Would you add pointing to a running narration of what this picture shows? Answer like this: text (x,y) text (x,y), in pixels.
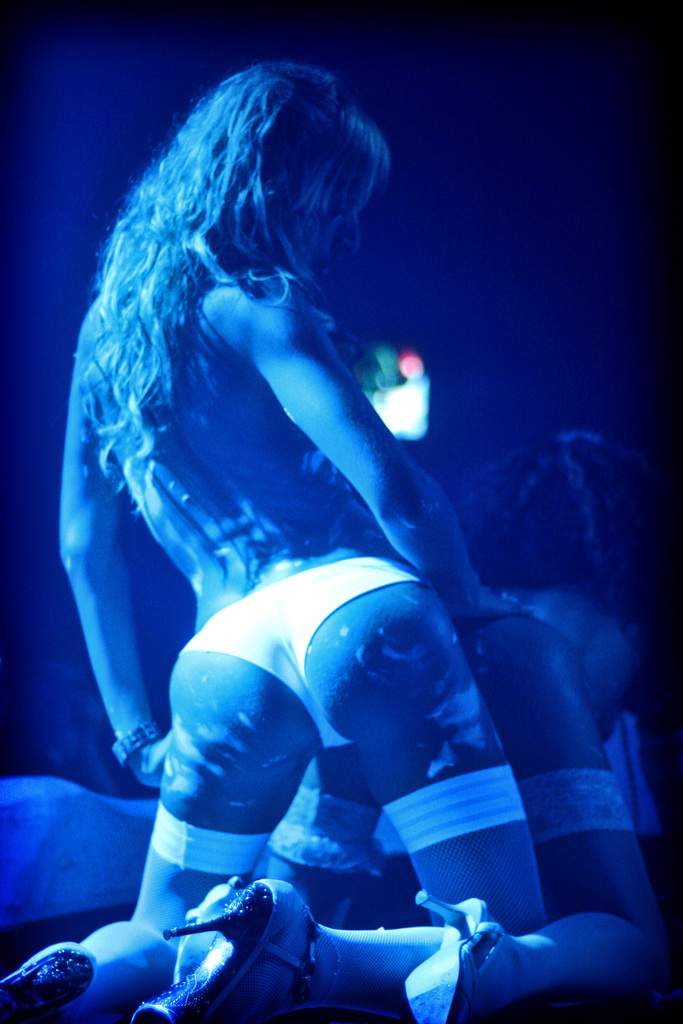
In the image we can see two women (260,524) wearing clothes (281,654) and they are facing back, and the corners of the image are dark.
